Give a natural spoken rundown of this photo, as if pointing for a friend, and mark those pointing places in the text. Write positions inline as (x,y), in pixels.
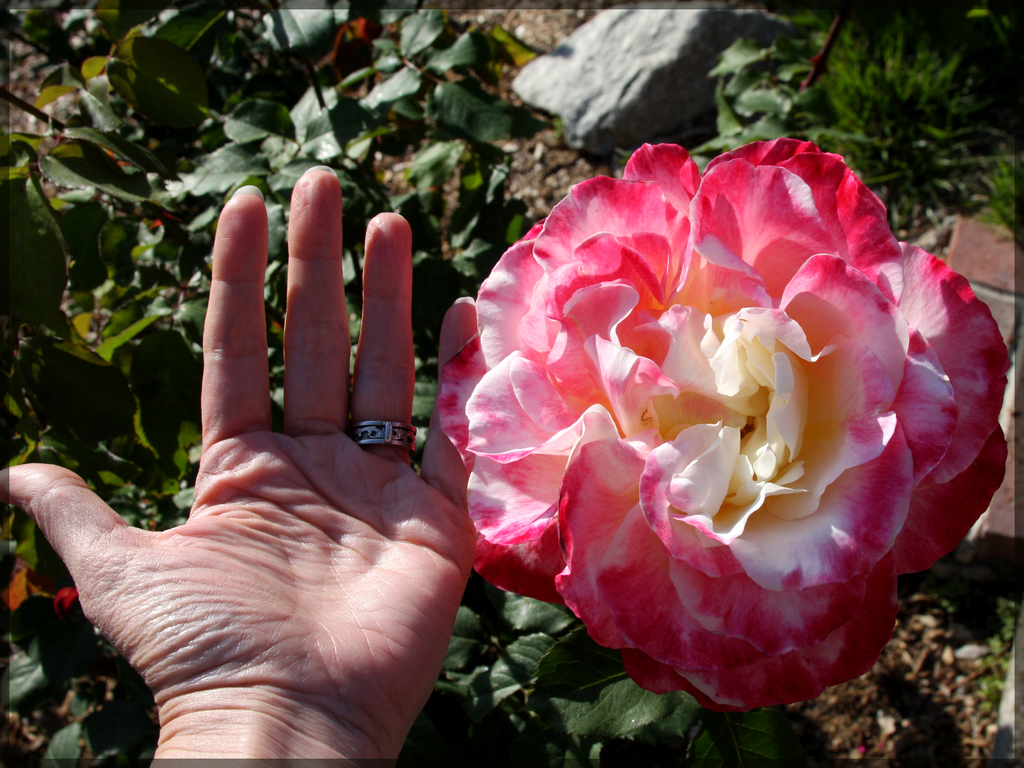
In this picture we can see a person's hand (321,540) and a flower (727,483) in the front (703,313), in the background (581,105) there are some plants (329,92) and a stone (678,66).
